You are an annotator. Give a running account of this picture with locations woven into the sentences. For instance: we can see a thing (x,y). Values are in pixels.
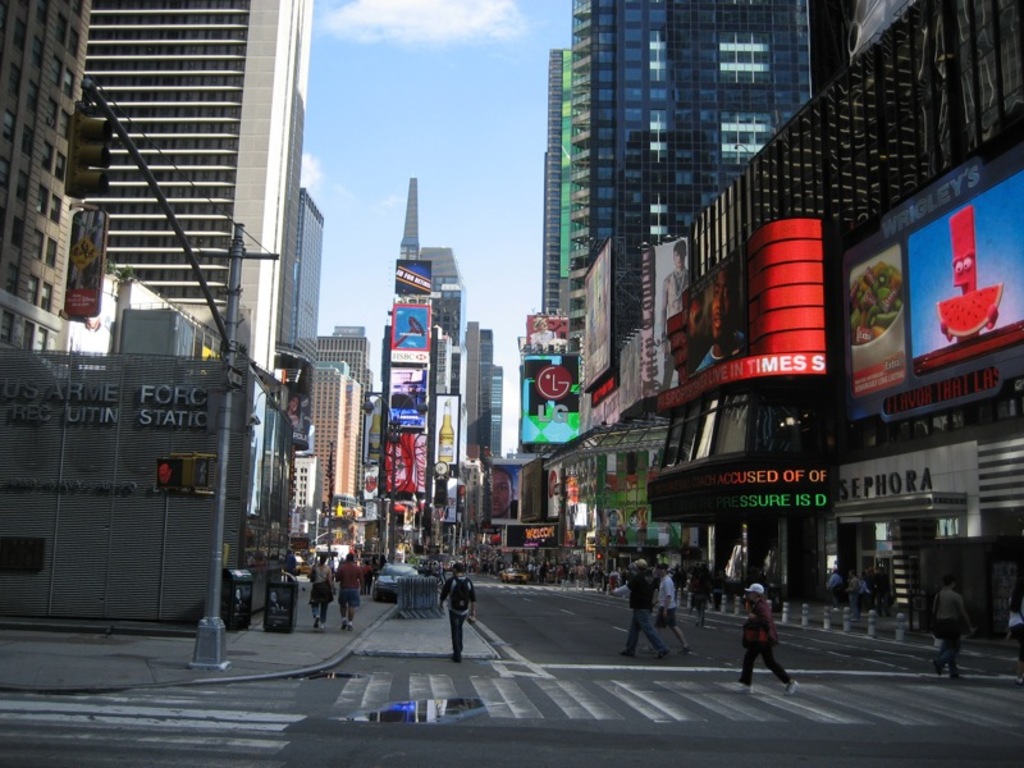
In the foreground of this image (571,638), there is a road (610,635) on which persons (454,631) walking on it. In the background (810,264), there are buildings (197,412), poles (226,388), screens (650,327), vehicle (518,575) moving on the road (513,609), and persons (553,571). On the top (418,130), there is the sky (409,137).
